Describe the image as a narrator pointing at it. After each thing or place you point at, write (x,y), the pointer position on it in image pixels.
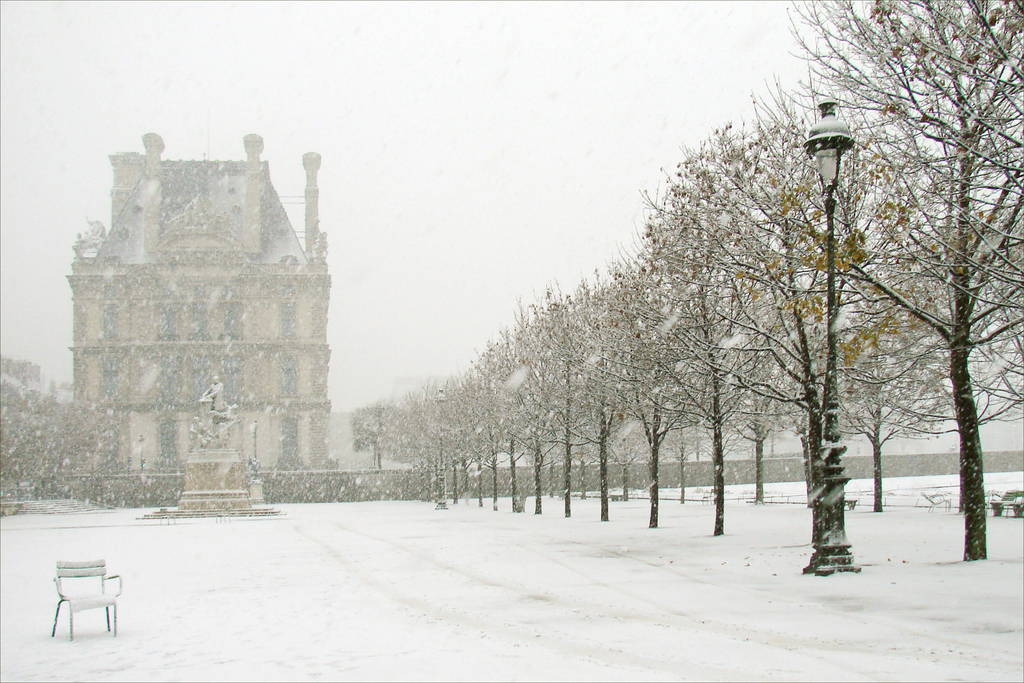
To the bottom of the image (455,579) on the floor (702,574), it is fully covered with snow (547,532). To the left side of the image (70,597) there is a chair (75,601). And to the right side of the image (922,330) there are many tree (861,383) and pole (828,205) with lamp (830,154) covered with snow (831,121). In the background (195,482) there is a statue (218,430) and behind the statue (218,416) there is a building (240,343) with walls (240,299), pillars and roofs (123,252) and also there is a wall fencing (854,464). There is a snowfall (845,312). To the top of the image (216,111) there is a sky (542,205).
